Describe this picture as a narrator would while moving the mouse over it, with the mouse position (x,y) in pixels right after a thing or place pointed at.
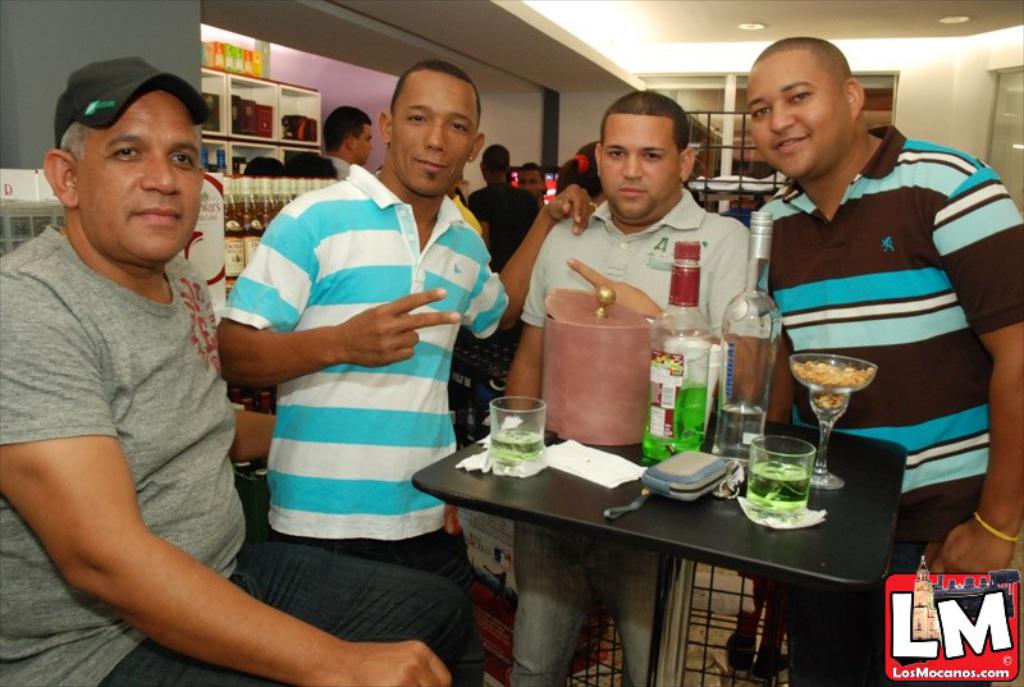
In the center of the image (405,441) there are four people (185,409). There is a table (781,531). There are glasses (755,496), bottles (729,445) and a jar (562,358) placed on a table (648,513). On the left side of the image (48,657) there is a man (287,568) sitting. In the background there is a window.
